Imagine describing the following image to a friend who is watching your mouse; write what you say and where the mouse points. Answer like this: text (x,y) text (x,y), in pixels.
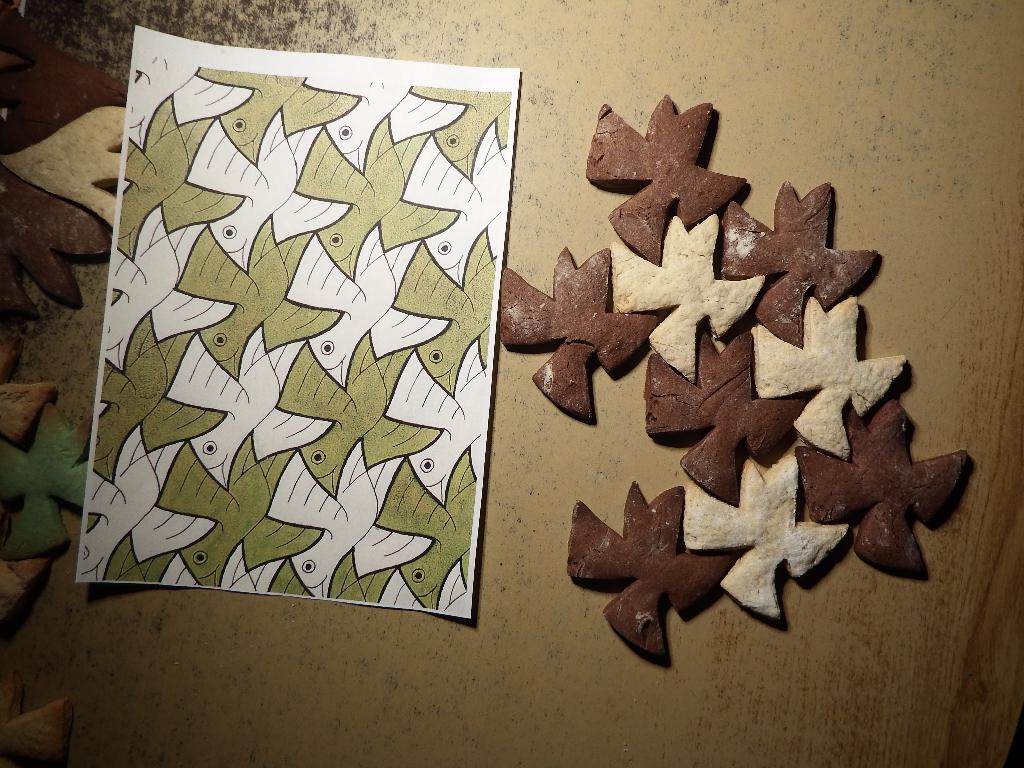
In this picture we can see a paper (168,257) and some objects (774,542) on a platform (969,559).
